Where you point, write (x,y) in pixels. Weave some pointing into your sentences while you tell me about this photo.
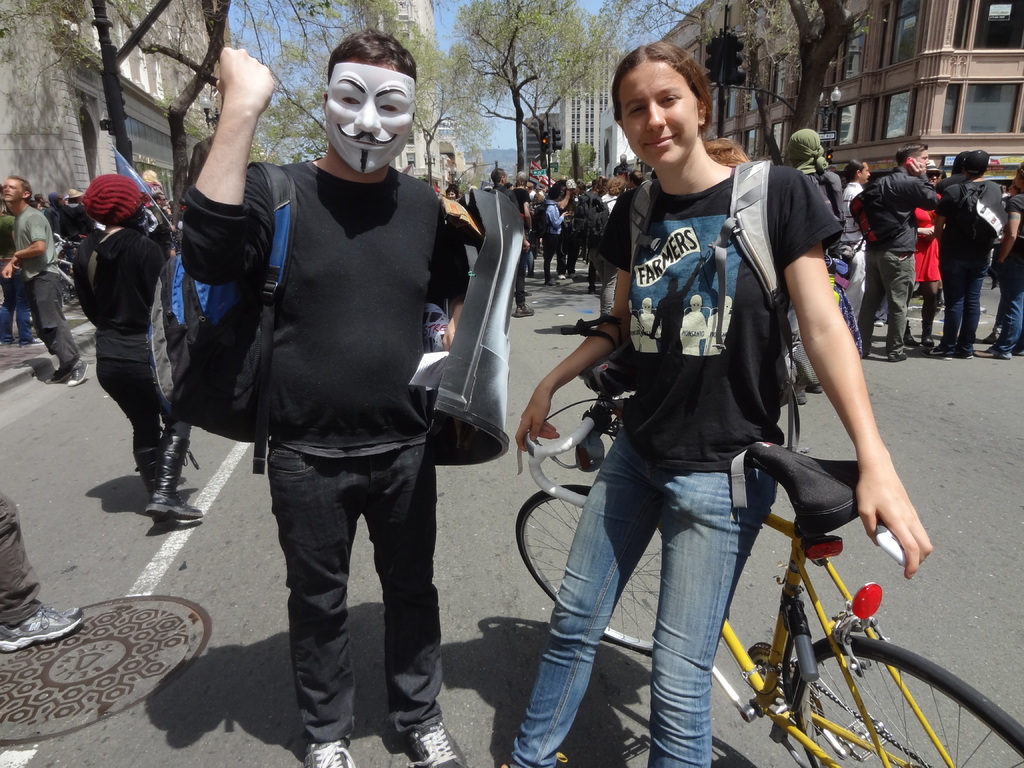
In this picture we can see group of people (316,237) standing, in the foreground of the picture (360,190) there is a man (380,318) wearing black color dress (348,280), also wearing mask (381,110), carrying bag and in the background of the picture (931,38) there are some trees (803,15), buildings (603,129).
